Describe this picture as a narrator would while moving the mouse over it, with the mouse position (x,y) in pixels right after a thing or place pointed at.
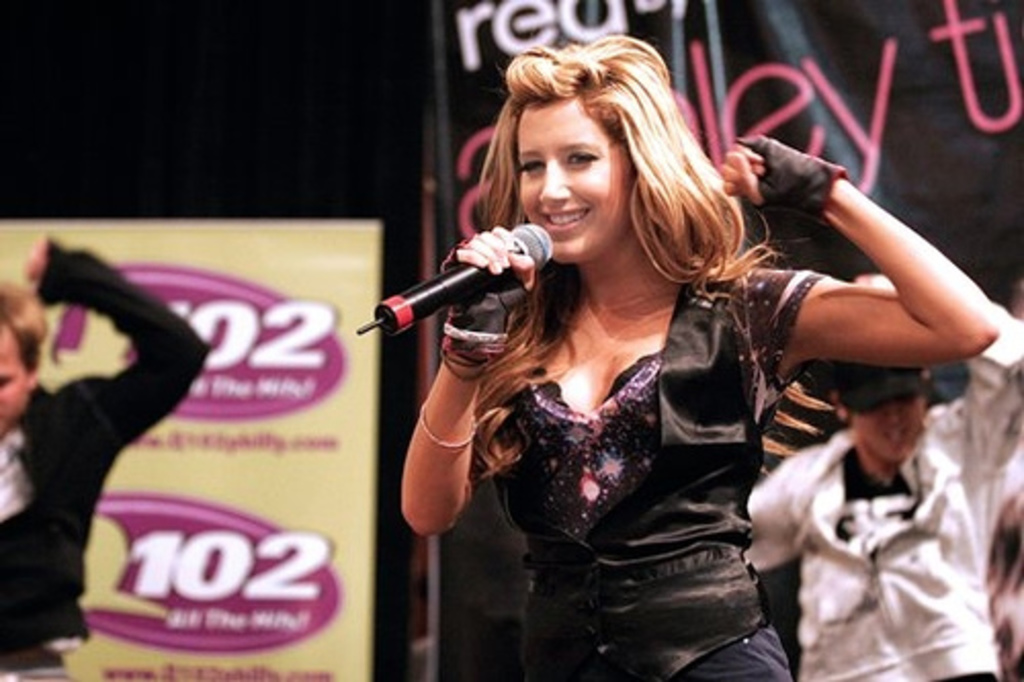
This woman (666,204) wore black jacket (667,464) and gloves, holds a mic (420,296). This persons (797,475) are standing. Background (304,428) there are boards (324,345) and banners (438,108).
